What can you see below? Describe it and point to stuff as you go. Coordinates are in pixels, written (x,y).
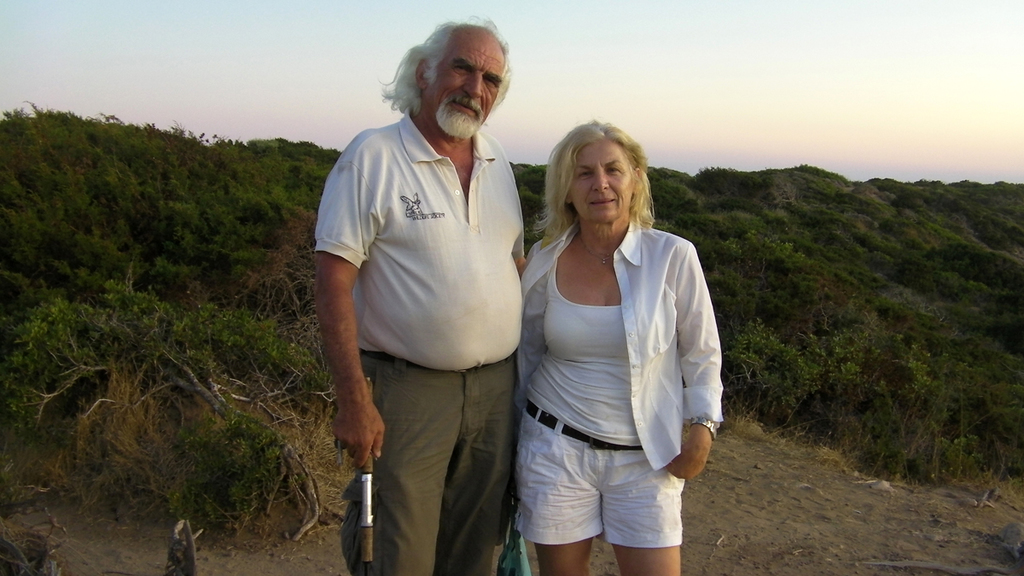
As we can see in the image in the front (586,463) there are two people (606,355) wearing white color dresses (523,321). In the background (148,193) there are trees (675,215) and at the top (534,80) there is a sky (534,80).
